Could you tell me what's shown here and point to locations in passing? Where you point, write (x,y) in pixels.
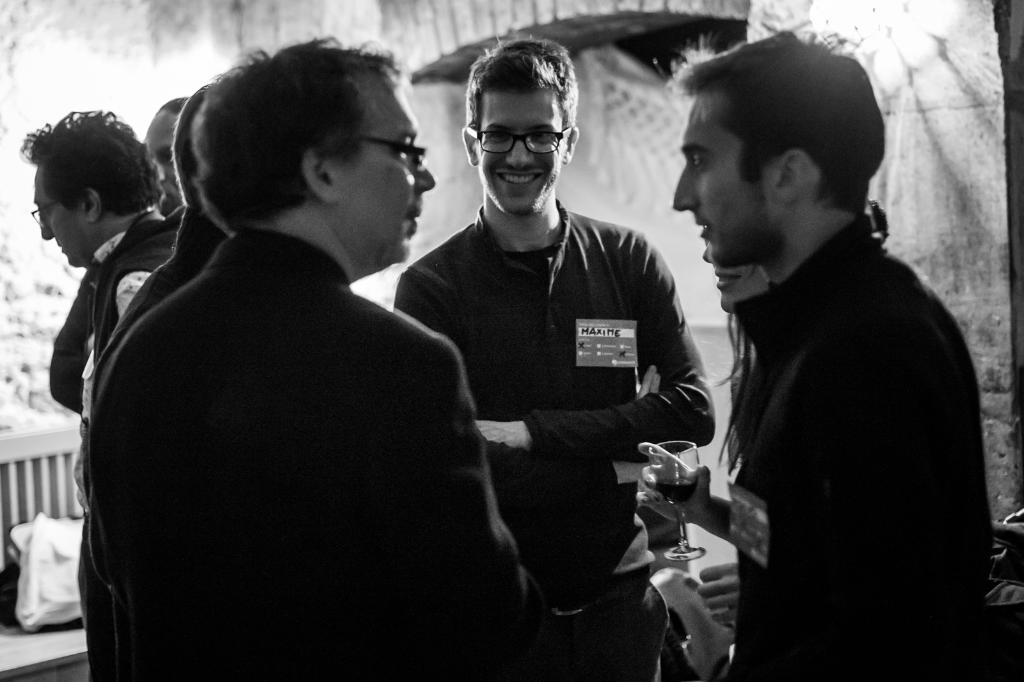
In this image in the front (532,375) there are persons (440,392) standing. In the center (471,298) there is a man (537,323) standing and smiling. On the right side (744,365) there is a woman (743,370) standing and holding a glass (683,486) in her hand (701,478). In the background (173,196) there are persons (134,189), there is a bench (52,438) and on the bench (31,514) there is an object (54,566) which is white in colour and there is a wall (616,19).
